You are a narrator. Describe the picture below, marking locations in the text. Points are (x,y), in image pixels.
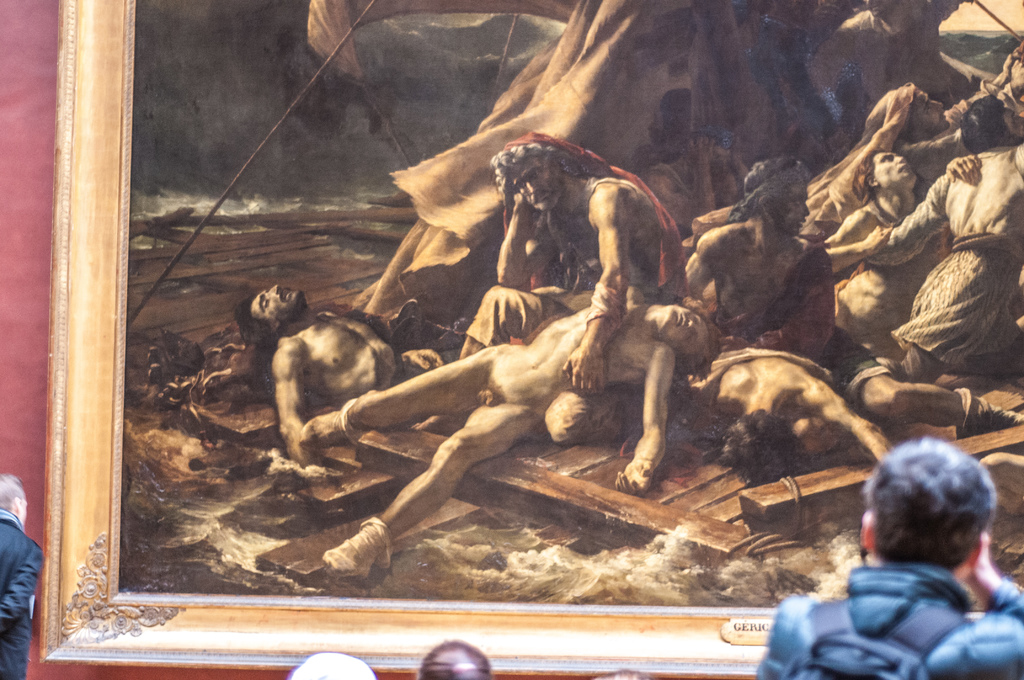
This looks like a big frame (183,622), which is attached to the wall (34,324). I think this is a painting (519,168). There are few people (611,293) sitting and few people (540,363) lying. I think this is a boat (215,415). Here is the water (632,564). At the bottom of the image (886,602), I can see a person (780,663) standing. On the left side of the image (15,610), I can see another person (15,565) standing.
